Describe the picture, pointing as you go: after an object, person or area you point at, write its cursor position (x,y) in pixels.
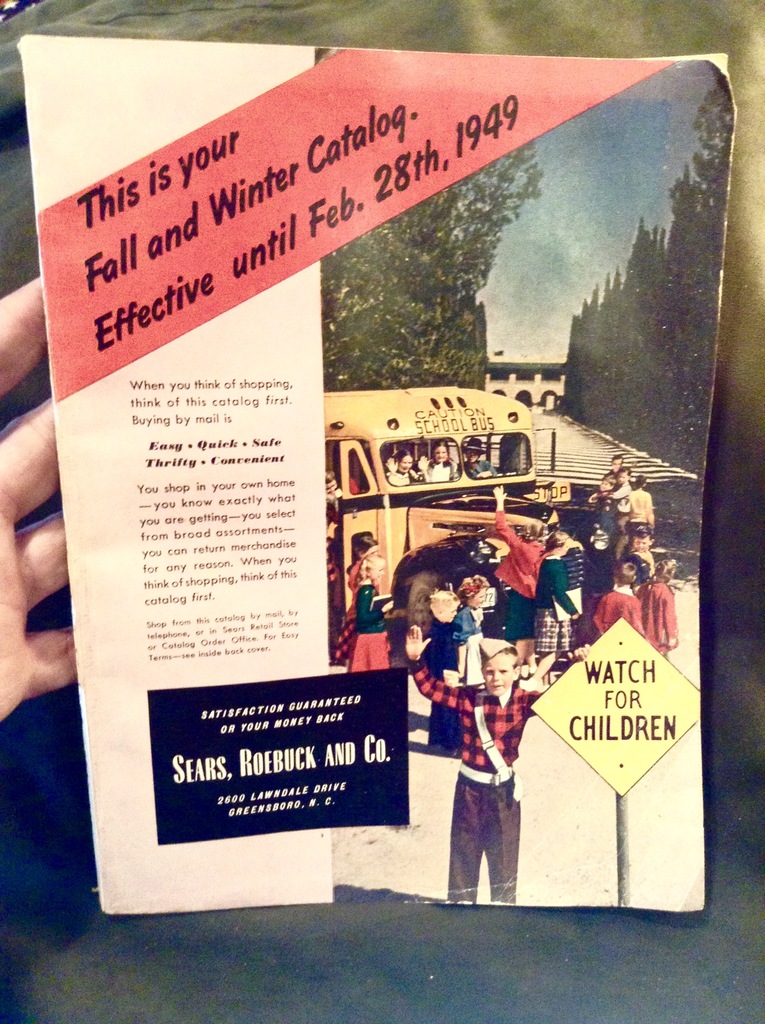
In this image, on the left side (20,360), we can see hand (15,343) of a person (9,326). In the middle of the image (493,465), we can see a book (568,642). In the background (741,372), we can see green color.
